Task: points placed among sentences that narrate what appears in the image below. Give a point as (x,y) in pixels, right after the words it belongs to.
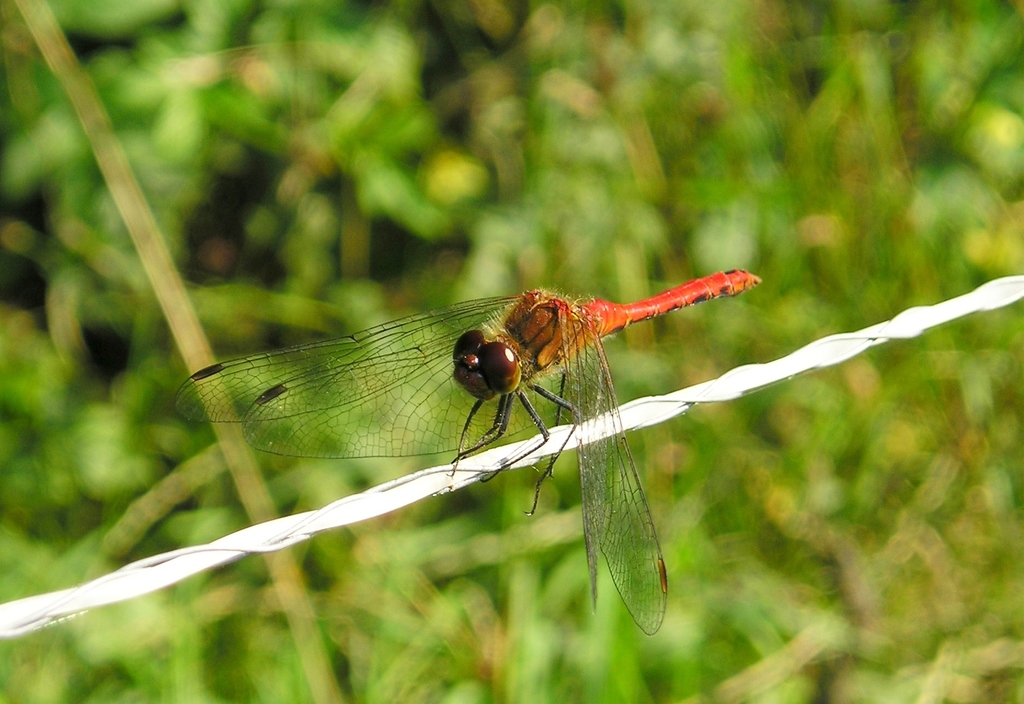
Here we can see an insect (609,317) on white rope (689,400). Background (290,238) it is blur.
